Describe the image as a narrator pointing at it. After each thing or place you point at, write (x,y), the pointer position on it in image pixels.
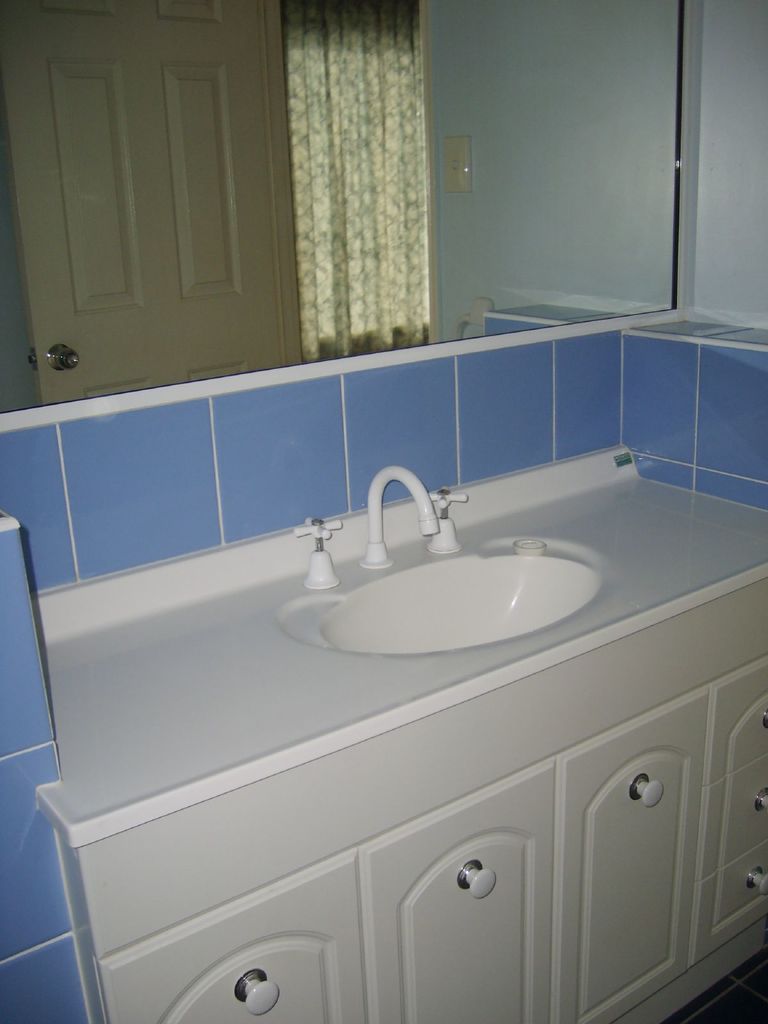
This is a picture taken in washroom (333,650). In the foreground (419,774) there are closet (332,830), sink (418,568), tap (313,569) and mirror (135,163), in the mirror (69,203) we can see the reflection (178,156) of the door (170,175) and there is a curtain (358,205).
